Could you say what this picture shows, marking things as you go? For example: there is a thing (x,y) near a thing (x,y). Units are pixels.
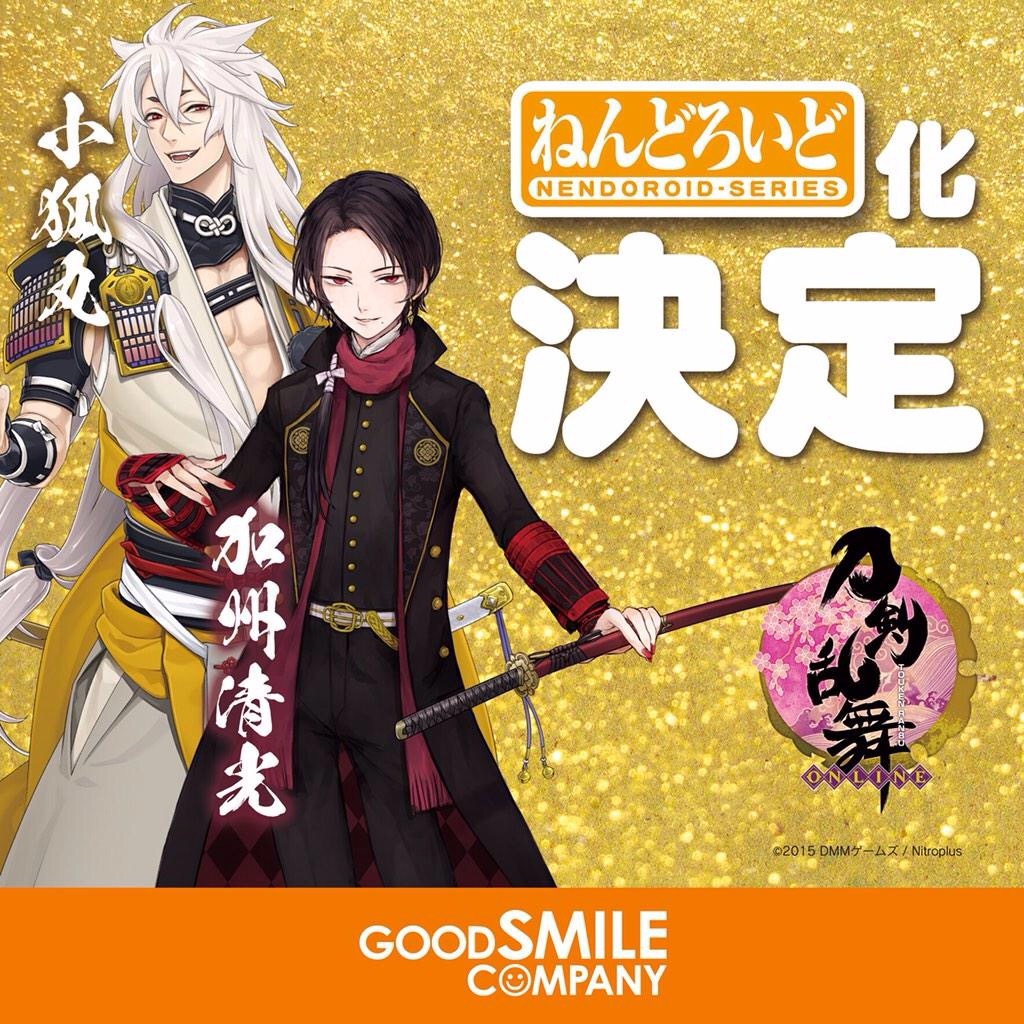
In this picture, there are two cartoons (328,327) towards the left (232,591). One of them is wearing black and another is wearing white. Towards the right (724,344), there is some text (811,431) and a symbol (759,664).
